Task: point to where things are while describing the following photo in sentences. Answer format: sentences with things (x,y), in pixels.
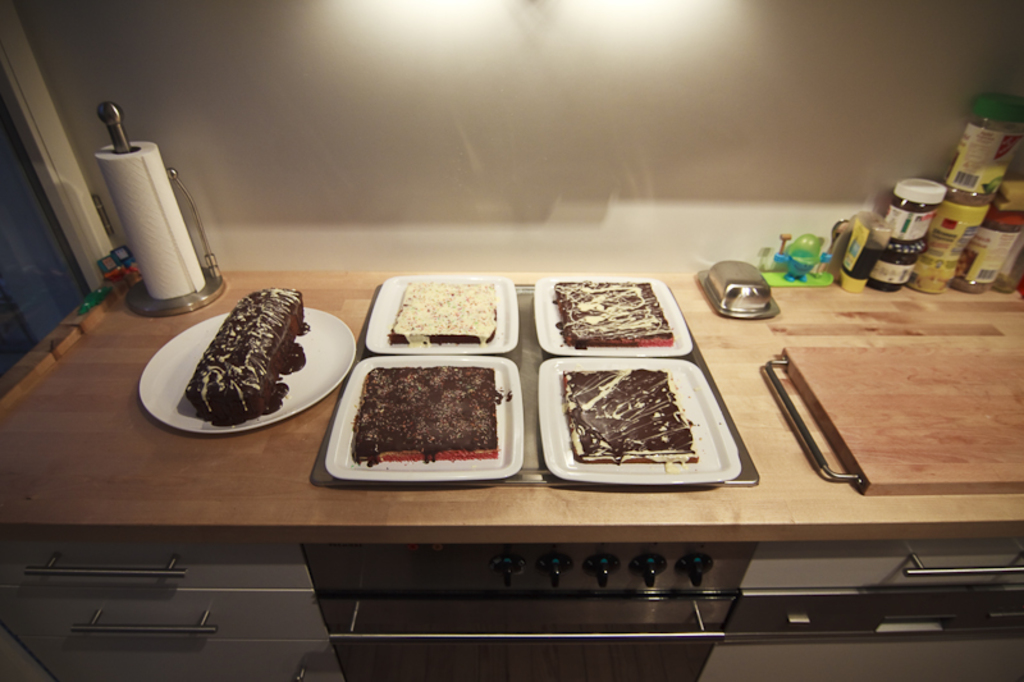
In this image I can see a brown colored counter top (194,490) of the kitchen (157,499) on which I can see few plates (323,356). On the plates (346,402) I can see few cakes (381,388) which are brown, cream and red in color. I can see a chopping board (950,425), few bottles (937,246), a tissue roll (158,217) and few other objects (787,265) on the table (864,294). I can see a oven (573,663) and few drawers (173,627).
